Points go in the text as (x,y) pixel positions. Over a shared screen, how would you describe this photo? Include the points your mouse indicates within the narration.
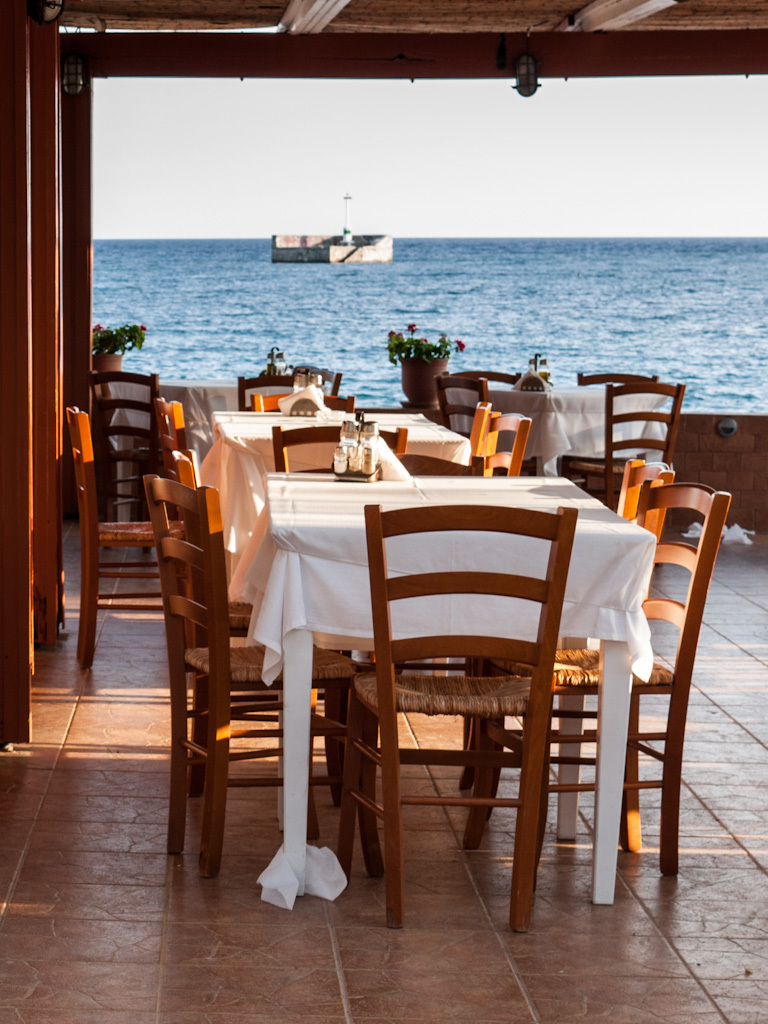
In this image I can see few chairs (556,517) around the table (360,528) which are white in color and I can see the chairs (429,649) are brown in color. On the table (360,583) I can see few objects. In the background (426,322) I can see few flower pots (94,362) with plants (414,326) in it, the water (582,291) and the sky (441,154).
